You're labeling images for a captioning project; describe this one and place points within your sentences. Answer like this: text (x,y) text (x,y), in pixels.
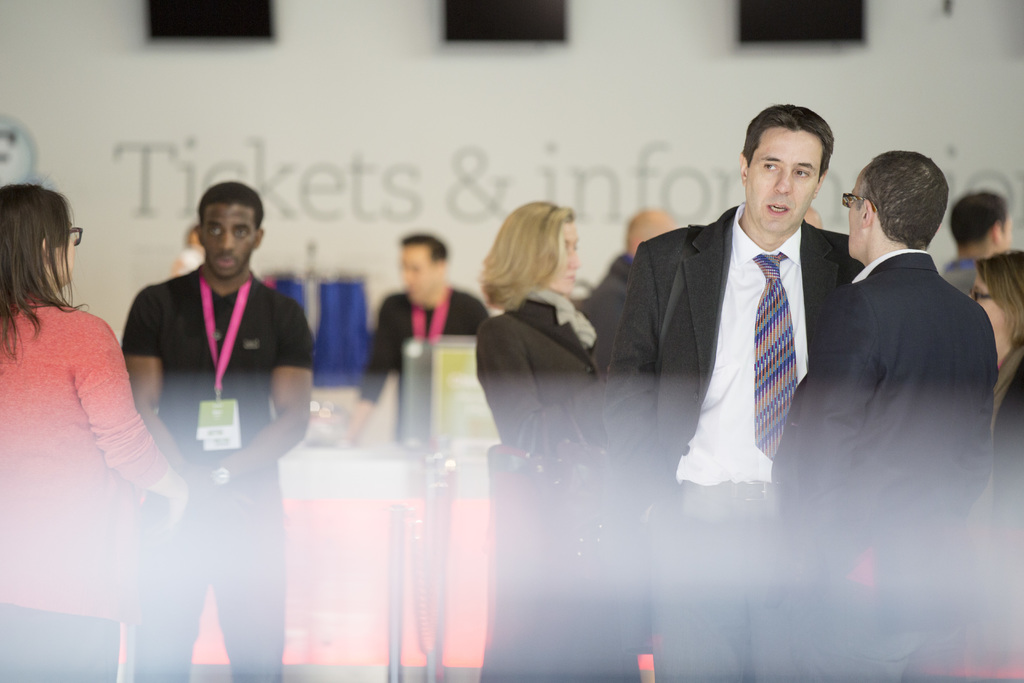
This image consists many people (119,591). In the front (860,473), we can see two men (776,453) wearing black suits (823,602) are talking. On the left (115,479), we can see a woman (71,421) wearing a pink shirt (113,501). Beside her, there is a man (205,404) wearing a black T-shirt (167,348) along with a tag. In the background (666,129), we can see a wall (561,159). In the middle (442,455), there are metal rods (397,554). And we can see a table (301,568) in the middle (368,446).
